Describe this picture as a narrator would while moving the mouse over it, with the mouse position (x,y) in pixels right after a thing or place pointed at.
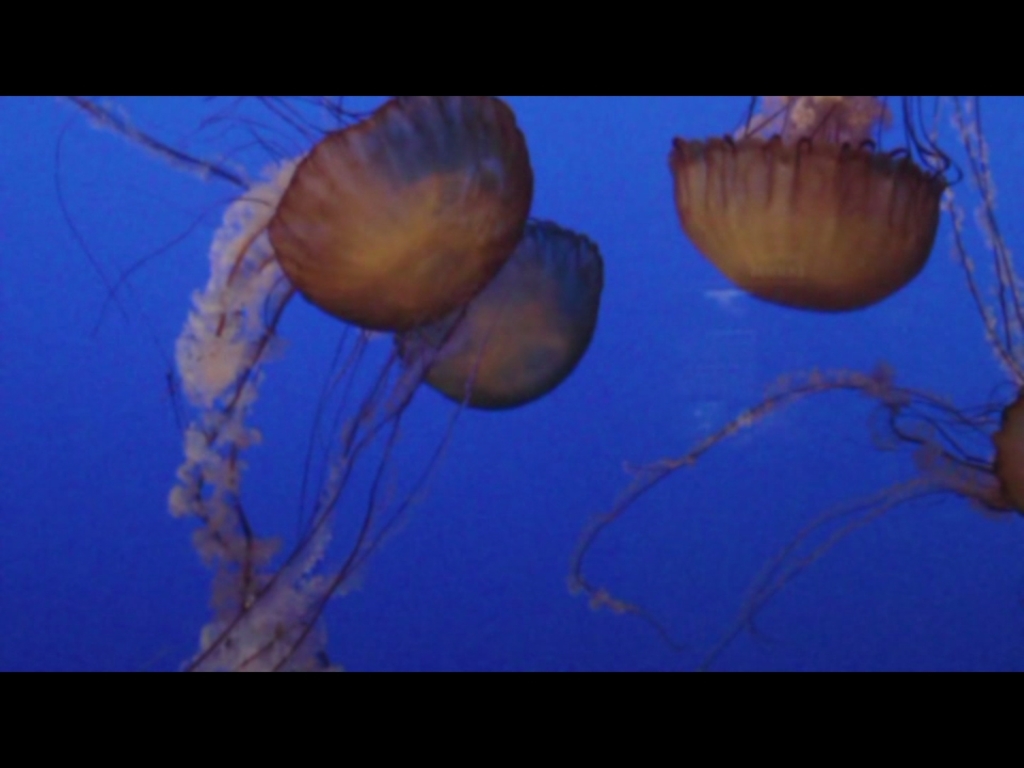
In this image there are a few jellyfishes (542,321) in the water (513,454).
